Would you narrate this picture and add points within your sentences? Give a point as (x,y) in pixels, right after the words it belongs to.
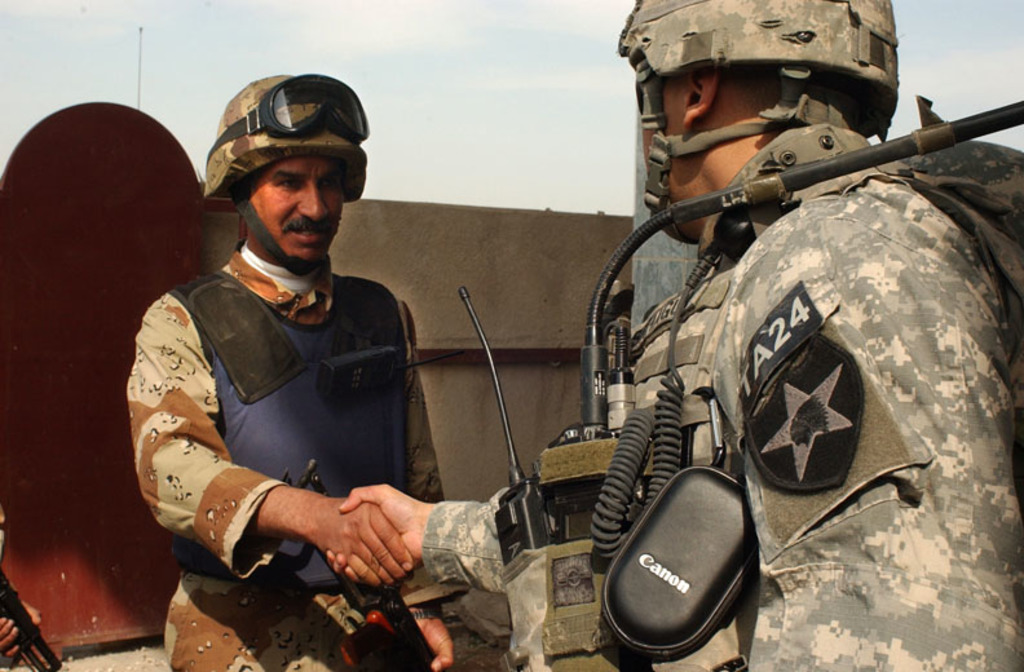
In this image, we can see people (766,303) wearing uniforms (748,294) and helmets (651,178) and we can see a machine (525,521). In the background (55,584), there is a gate (108,549) and we can see a person (18,650) holding a gun (28,626) and there is a pole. At the top (423,63), there is sky (389,83).
